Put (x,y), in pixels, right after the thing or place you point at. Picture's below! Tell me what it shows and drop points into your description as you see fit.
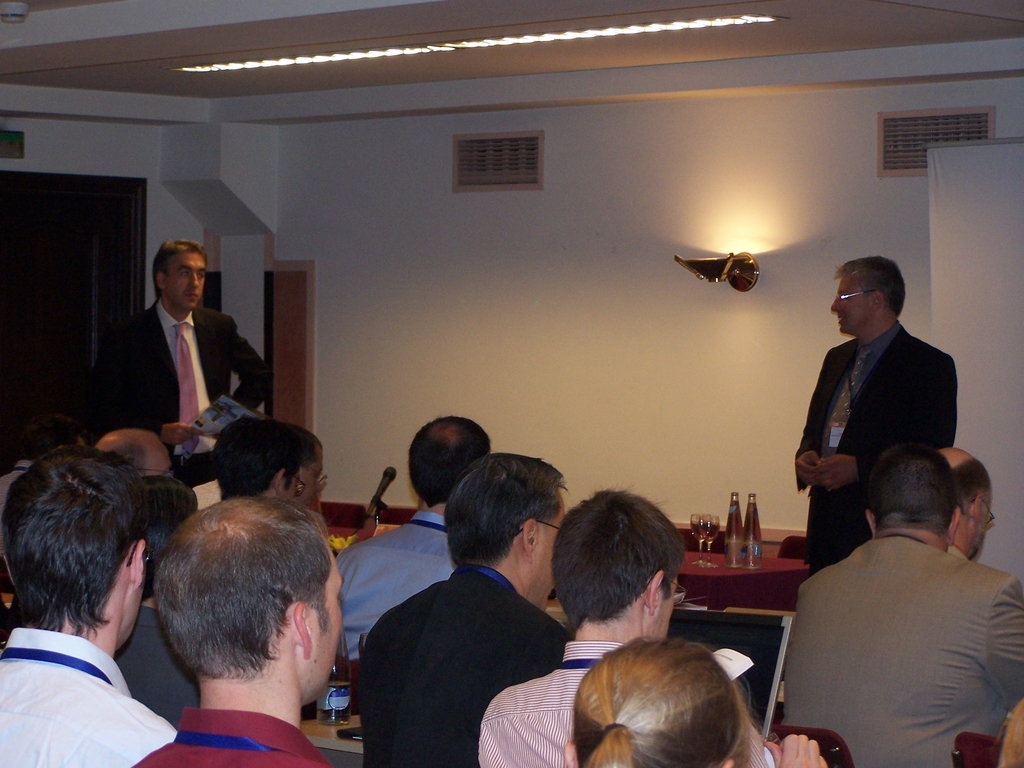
In this image I see number of people (951,472) who are sitting on the chairs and there are tables (339,759) in front of them and on the tables (758,586) I see laptop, bottles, glasses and a mic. I can also see this 2 men (198,412) are standing. In the background (762,464) I see the wall (368,328), vents (891,138) and the light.
